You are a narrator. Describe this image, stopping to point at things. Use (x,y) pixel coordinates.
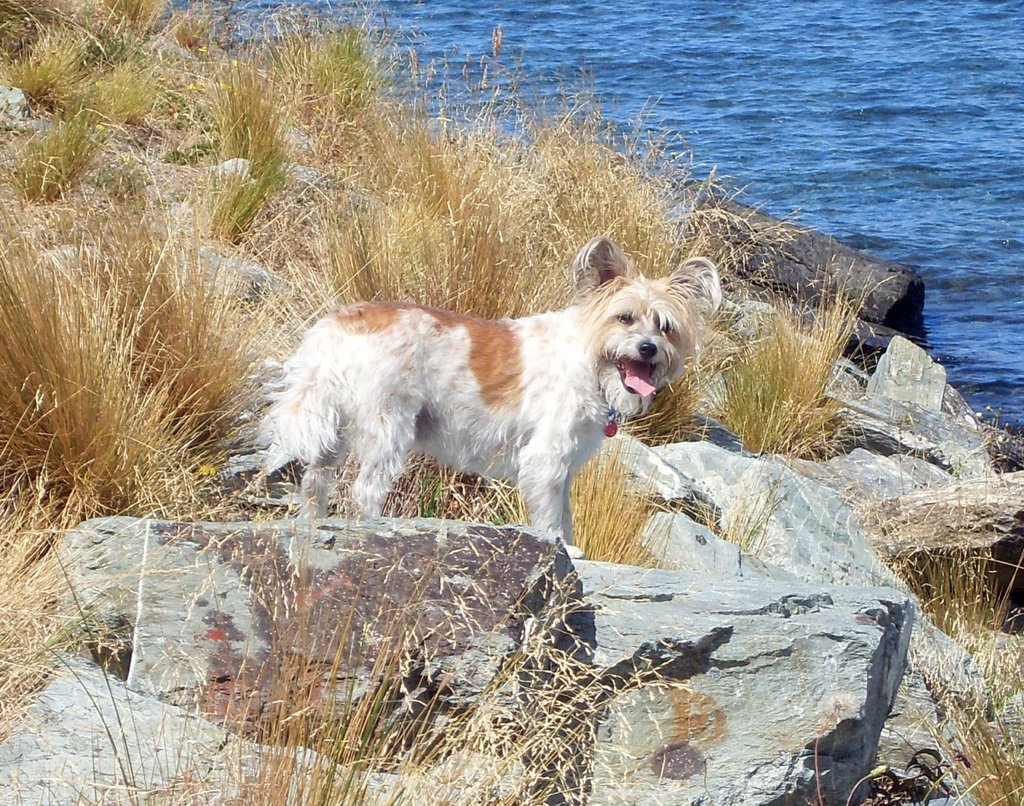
In the center of the image (501,333) there is dog (351,417) on the rocks (417,525). There is dry grass (453,220). In the background of the image (695,128) there is water (695,128).
